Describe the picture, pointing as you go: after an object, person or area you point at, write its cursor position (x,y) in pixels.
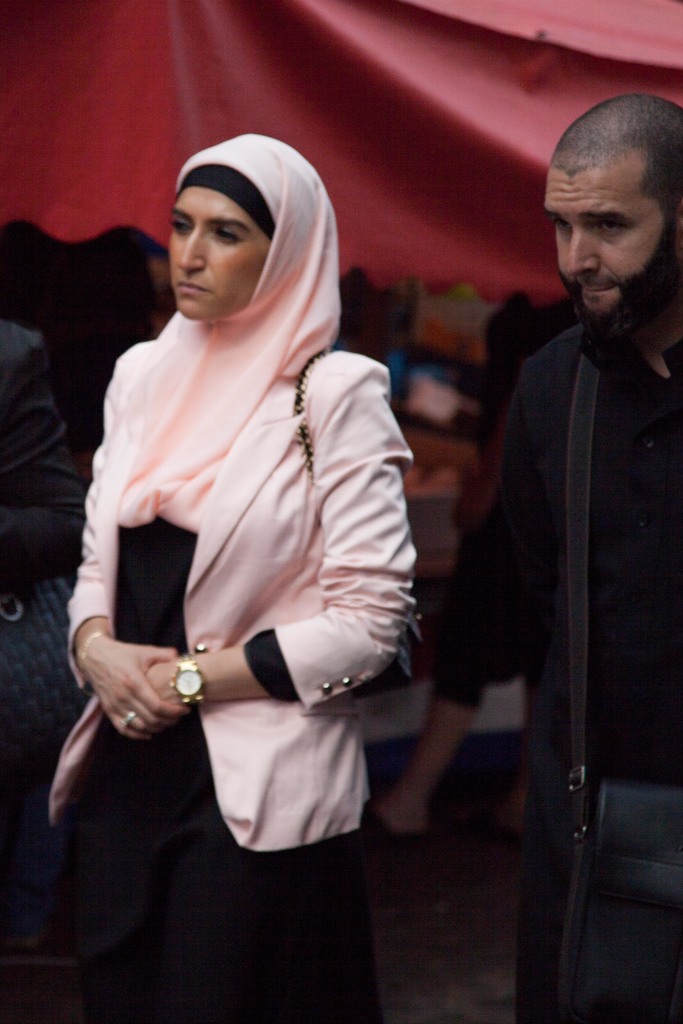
In the picture we can see a woman (146,681) and a man (547,707) walking, woman (202,568) is wearing a pink color blazer (140,368) and a pink cloth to her head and man (562,716) is wearing a black dress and a black color bag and behind them we can see a shop (471,313) under the red color tent (143,176).
